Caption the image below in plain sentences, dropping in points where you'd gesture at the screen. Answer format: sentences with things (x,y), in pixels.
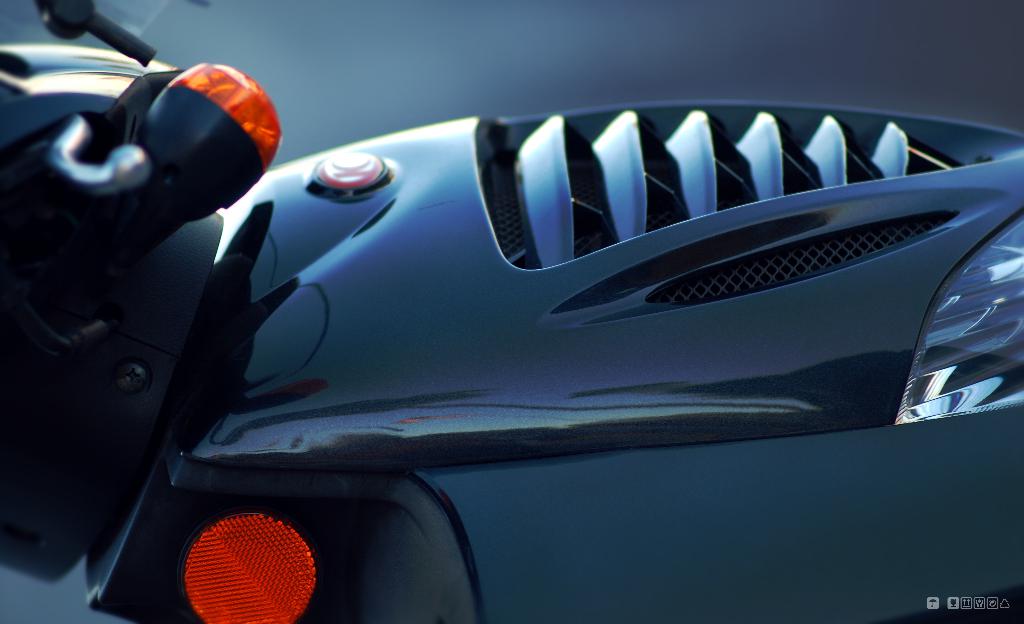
In the center of this picture (496,213) we can see an object (830,272) seems to be a vehicle (334,320). On the right corner (984,289) we can see the headlight (977,296) of the vehicle (954,323). On the left (122,156) we can see the handle (126,220) and some other objects (128,229) of the vehicle (574,326). In the bottom right corner (961,596) we can see the watermark (963,599) on the image.
